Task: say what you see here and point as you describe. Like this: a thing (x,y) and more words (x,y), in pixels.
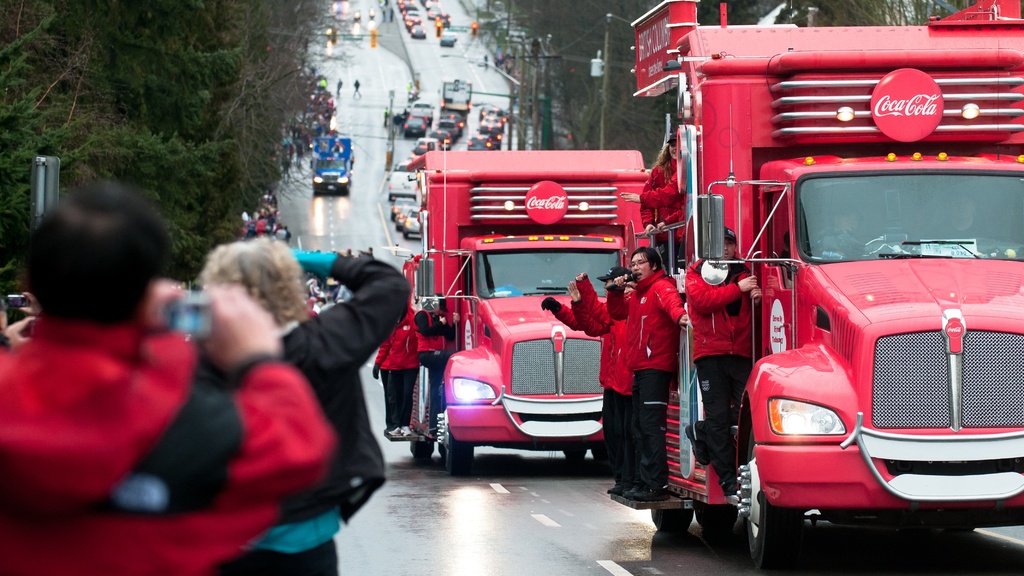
In this picture I can see some people (724,406) who are standing on this red color trucks (595,381). Inside the truck (822,175) I can see the drivers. At the top (322,187) I can see the cars (449,16), trucks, van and other vehicles (350,144) were running on the road (382,162). In the bottom left (273,447) I can see some people (257,454) who are holding the mobile phones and cameras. Beside the road (397,149) I can see the electric poles (603,94), wires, sign boards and many trees (62,129).
